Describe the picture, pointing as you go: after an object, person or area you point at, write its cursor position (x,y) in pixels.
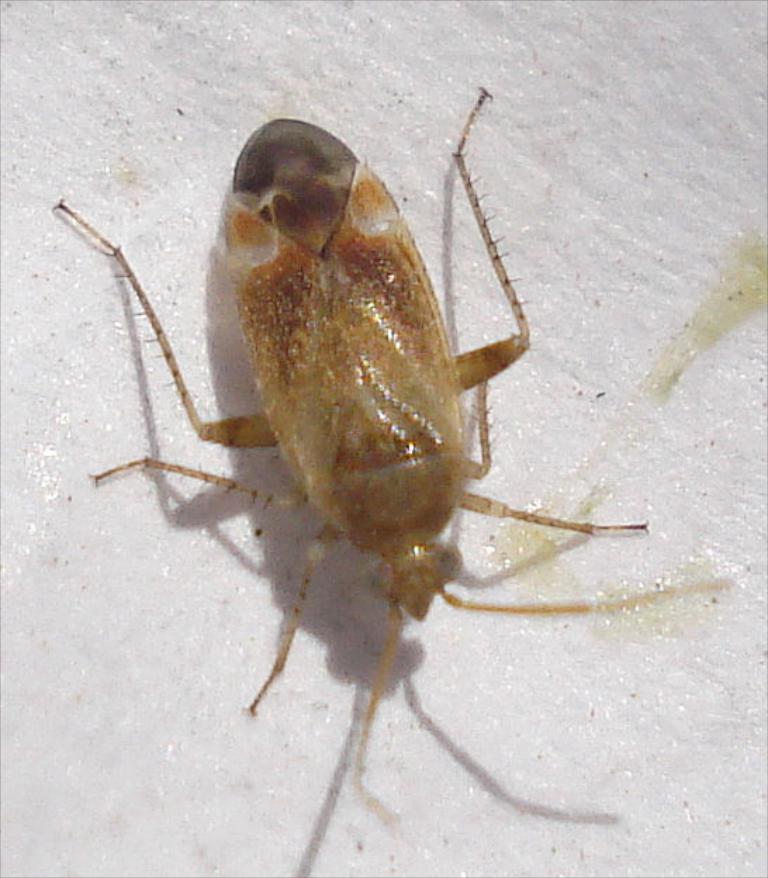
In this picture we can see an insect (392,649) on a white platform (180,177).
